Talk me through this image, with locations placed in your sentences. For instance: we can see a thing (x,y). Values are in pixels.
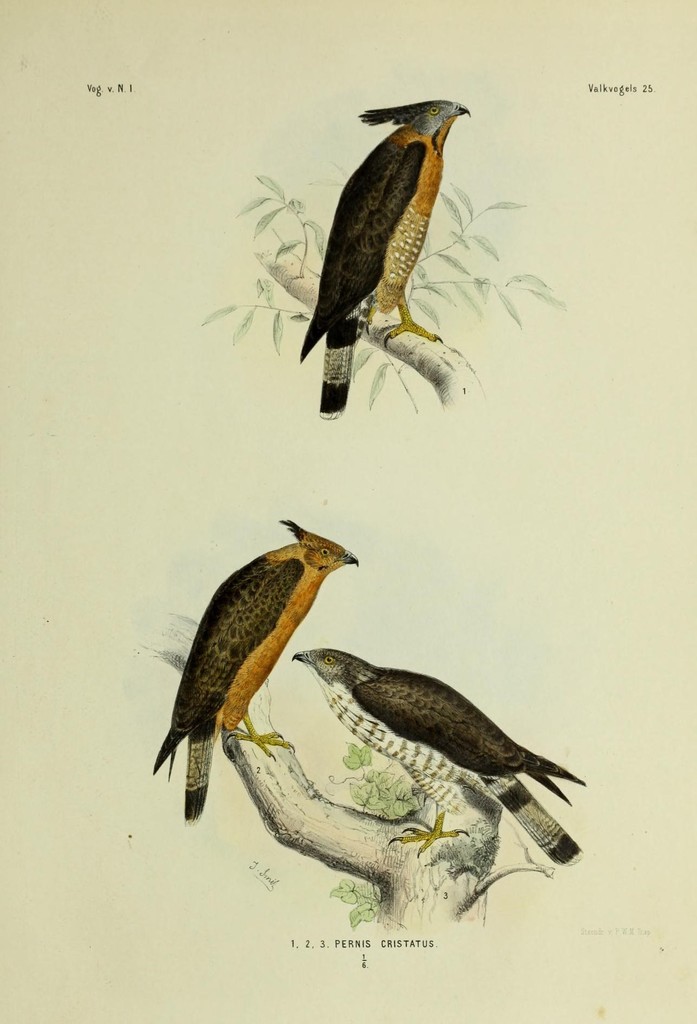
In the center of the image (403,677) there are two birds (440,739) standing on the branch (422,816) of a tree (282,777) and at the top of the image (438,340) there is another bird (323,390) standing on the branch (298,214).
